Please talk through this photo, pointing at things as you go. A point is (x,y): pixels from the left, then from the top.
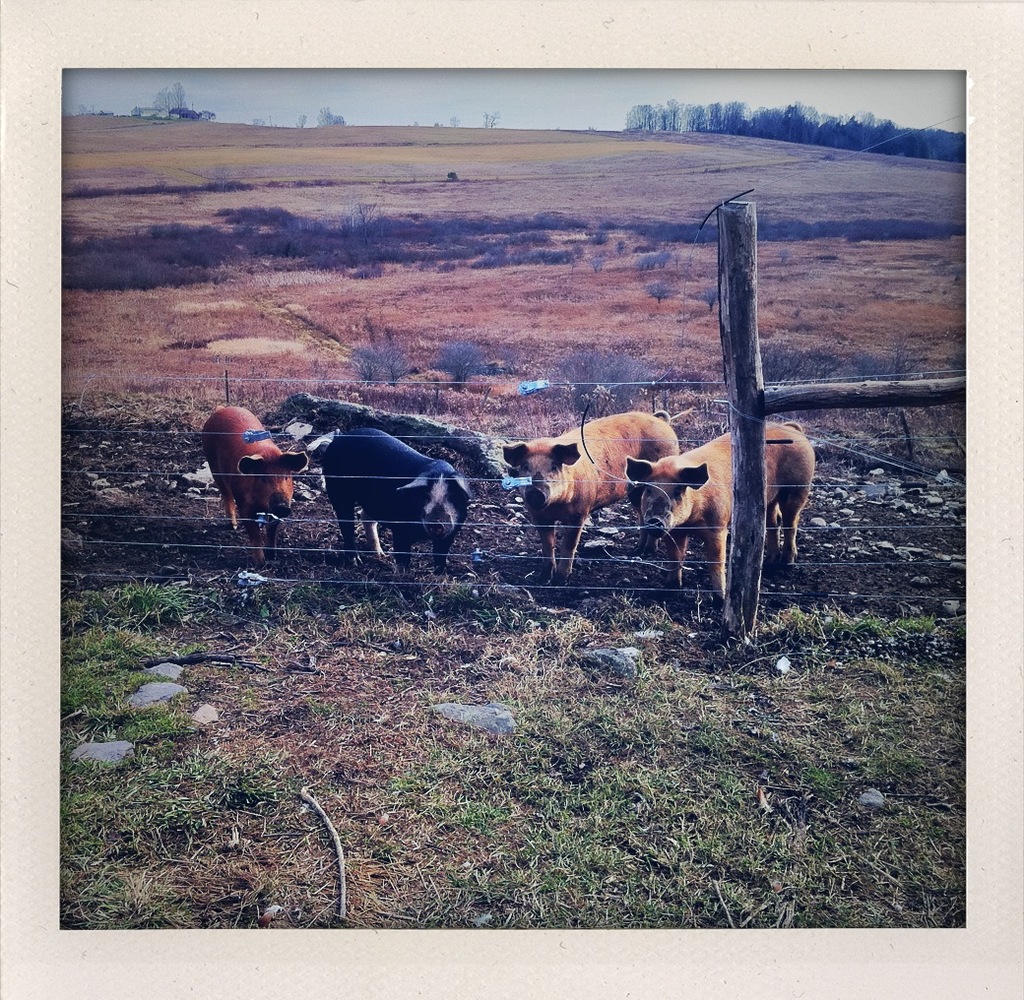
In this picture I can observe four pigs (422,483) standing behind the fence (767,404). I can observe a wooden pole (744,274) on the right side (731,415). In the background (479,298) there is an open land (465,200) and I can observe some trees (766,132) on the right side (815,124).
